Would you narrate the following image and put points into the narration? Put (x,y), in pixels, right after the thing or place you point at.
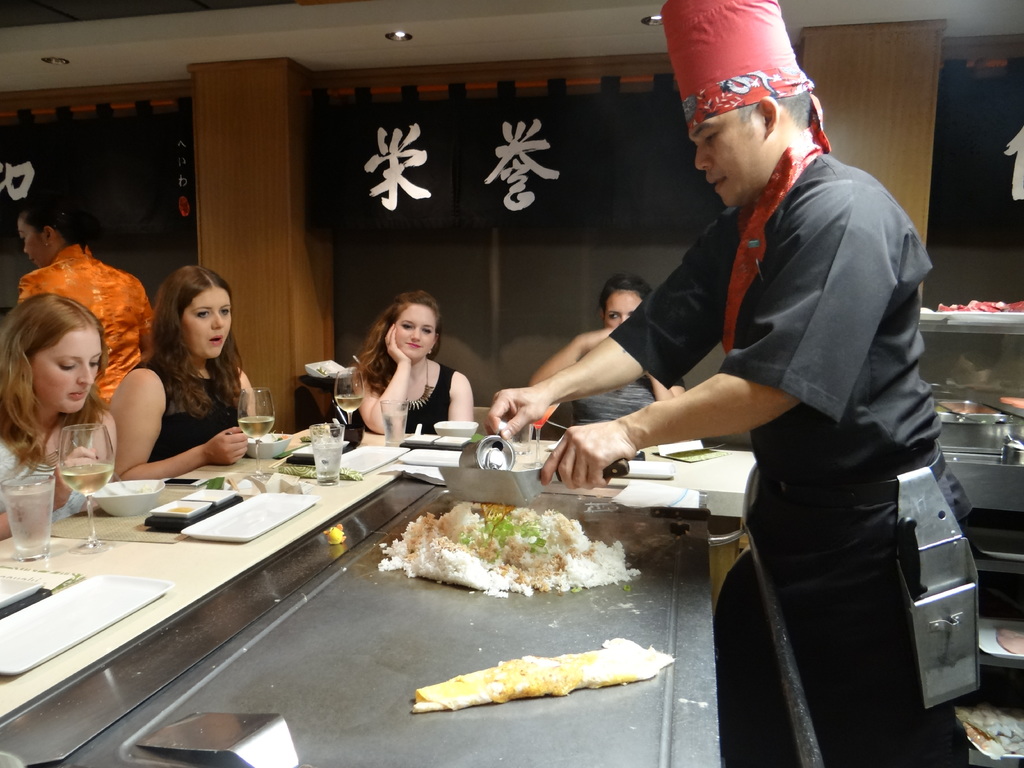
In this picture I can see a man (823,209) who is standing and I see that he is wearing black color dress (773,326) and a hat (701,99) on his head (798,99) and he is holding utensils (518,495) in his hands (563,483). I can also see the silver color thing (403,714) on which there is food (483,537). In the background (156,455) I can see 4 women (53,391) who are sitting and in front of them I can see the bowls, glasses (78,470), plates (385,452) and other few things (419,437). In the background (277,118) I can see the pillars (283,270) and black color clothes (590,157) on which there is something written and on the top of this picture (646,17) I can see the lights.
